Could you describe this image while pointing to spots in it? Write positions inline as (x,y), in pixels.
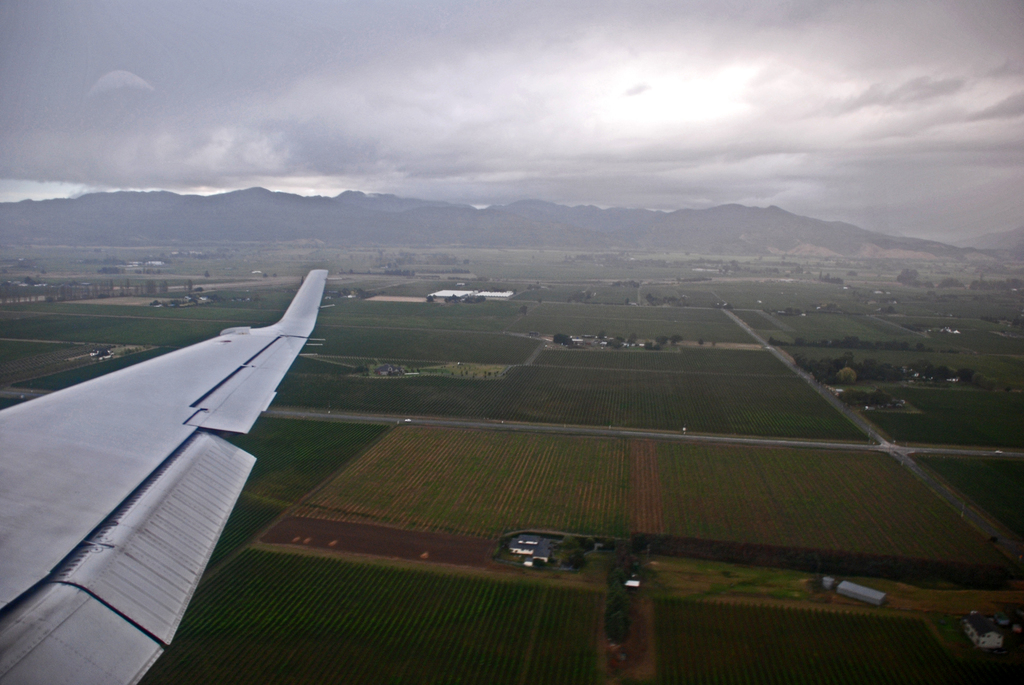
On the left corner of the image (131,409) there is a wing (204,415) of a flight (185,408). On the ground (431,454) there are fields (396,436) and there is grass (886,384). And also there are trees (904,377). In the background (462,230) there are hills (318,221). At the top of the image (444,130) there is sky (695,76) with clouds (380,76).
